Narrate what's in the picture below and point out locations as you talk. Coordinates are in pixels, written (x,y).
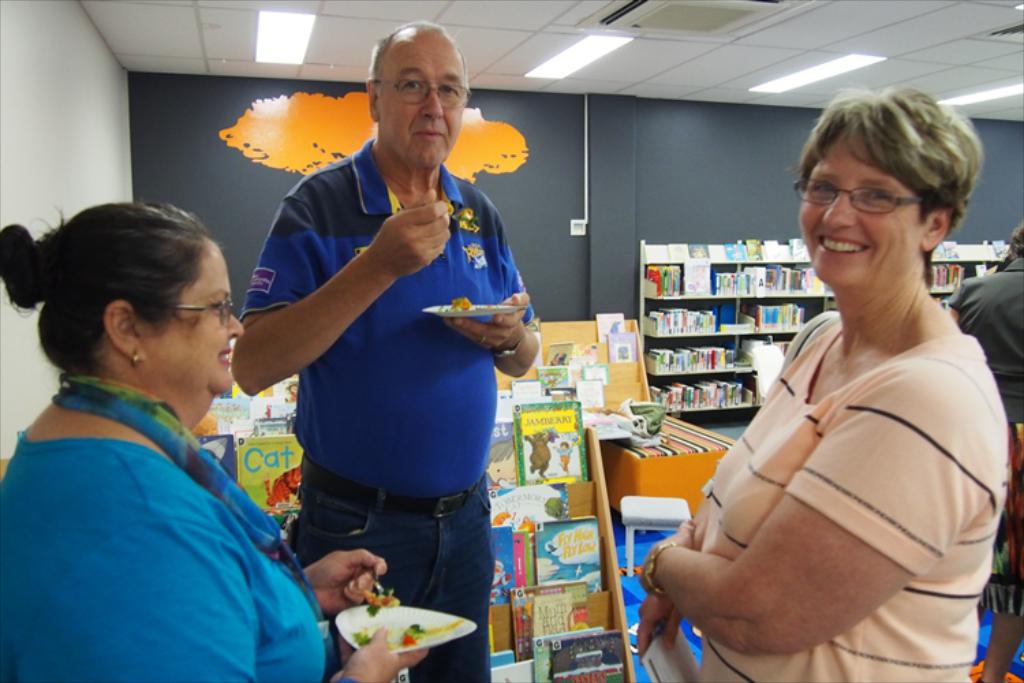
In this image in the left (325,253) an old man (270,317) and a lady (212,391) standing. They are having food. In front of them a lady (839,385) is standing with a smiling face (846,246). She is holding something (664,646). In the background (672,362) there are book racks (662,323), tables (652,482), stool (648,497), wall (581,159), painting (462,136). On the ceiling (673,46) there are lights (559,68). There is one other person (1002,284) in the background (1002,307).
